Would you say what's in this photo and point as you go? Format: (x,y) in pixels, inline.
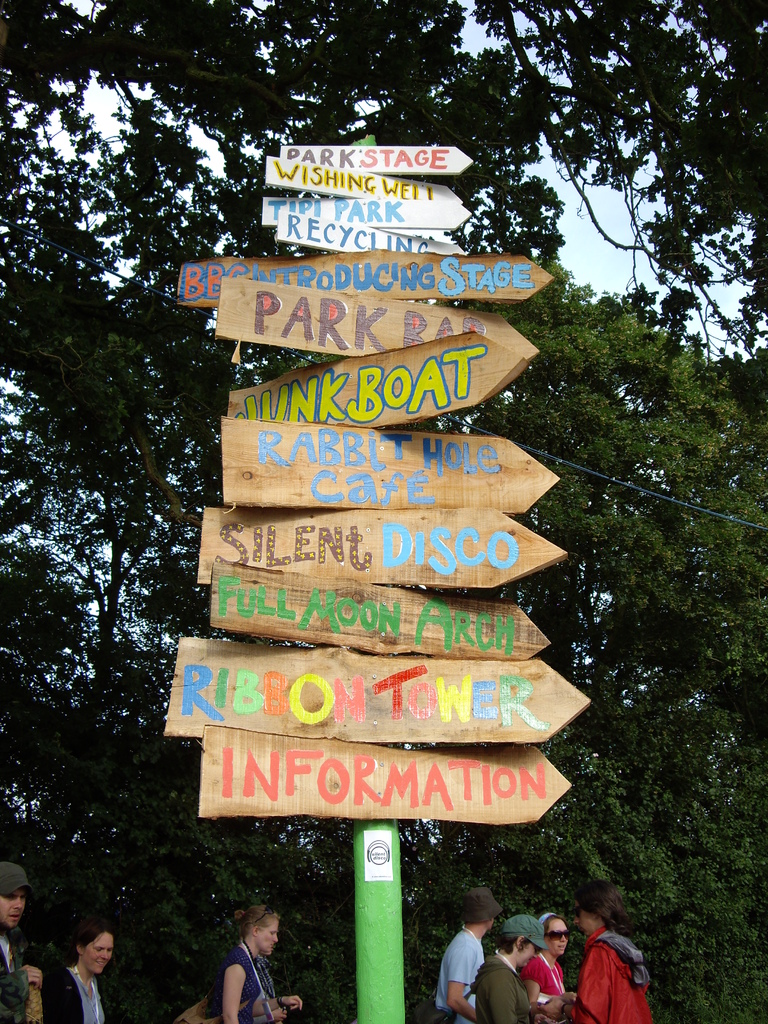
In this image we can see there are boards (323,561). There is something written on the boards (449,542). There are people (273,930) and trees (506,871). In the background (605,257) we can see the sky (597,276).
